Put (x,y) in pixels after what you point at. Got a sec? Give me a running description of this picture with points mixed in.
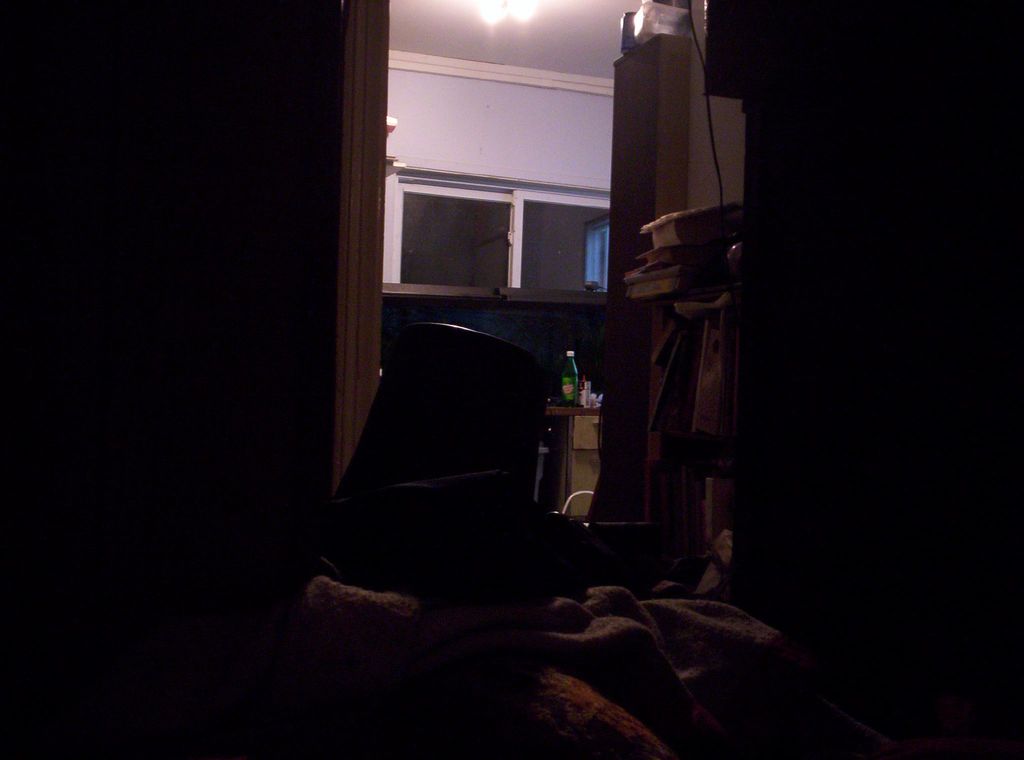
This is window (543,233), wall (529,154) and light (530,6).
